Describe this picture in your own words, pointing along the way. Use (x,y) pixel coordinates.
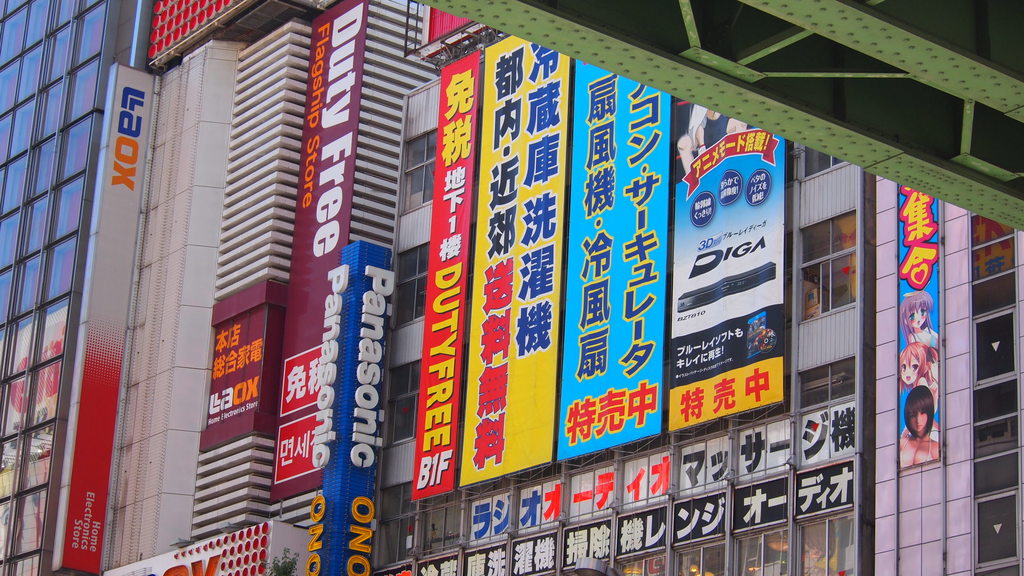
In this image there are buildings (15,115) and we can see boards (724,292).
